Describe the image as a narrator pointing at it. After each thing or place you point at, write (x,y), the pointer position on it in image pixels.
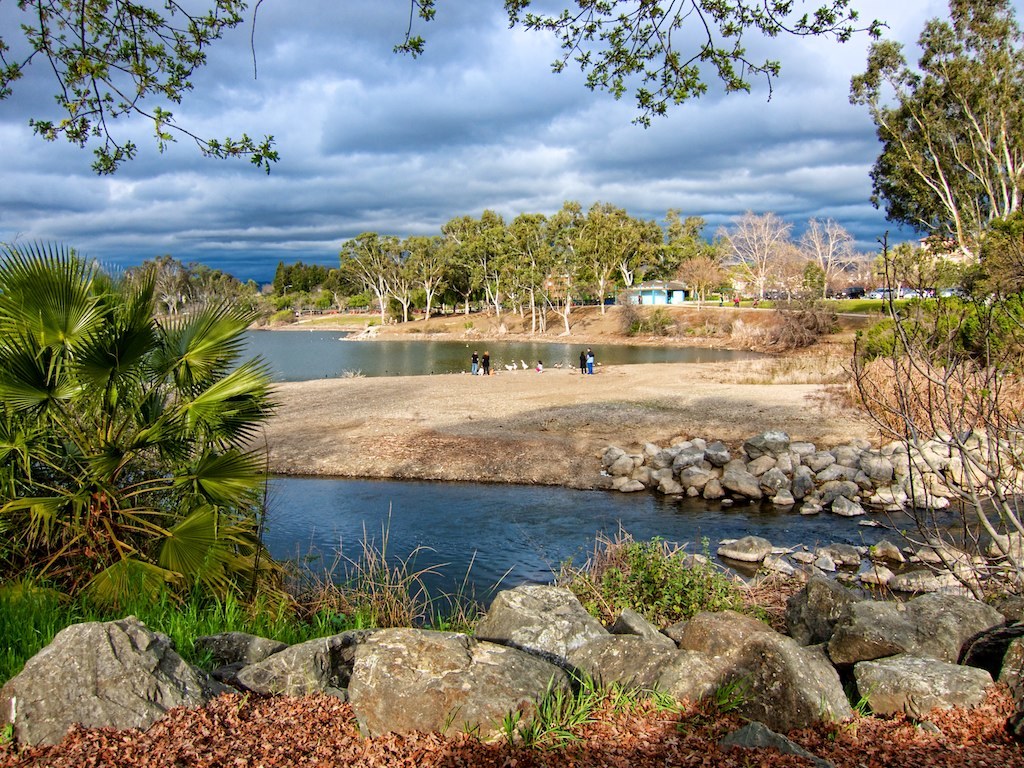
In this picture we can see stones (585,634), plants (471,597), trees (369,277), vehicles (931,296), houses (655,293), water (643,351) and some people (485,356) on the ground (669,433) and some objects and in the background (305,128) we can see the sky (722,105) with clouds (305,128).
